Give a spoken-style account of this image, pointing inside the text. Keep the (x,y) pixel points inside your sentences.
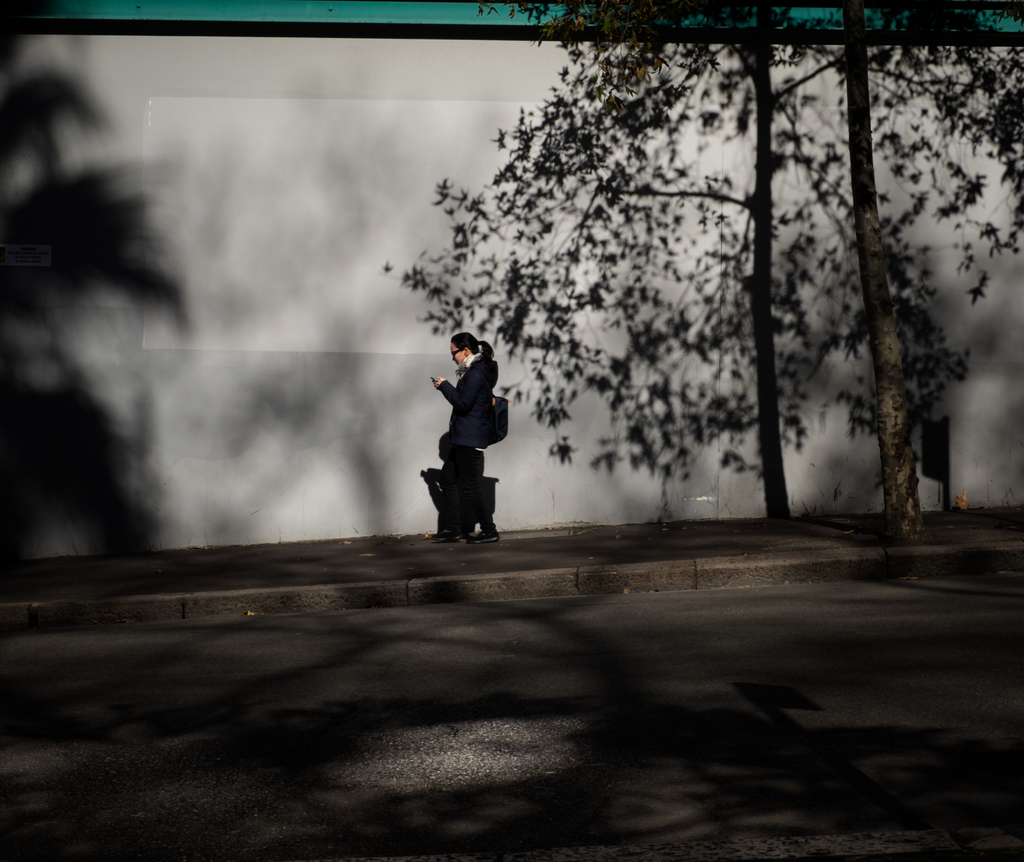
In the image there is a woman (459,408) in jacket (467,393) holding a cellphone (432,379) and walking on the footpath (522,563), on the right side (876,243) there is a tree (876,229) and in front (785,789) its road (658,659), beside her its a wall (395,162).
